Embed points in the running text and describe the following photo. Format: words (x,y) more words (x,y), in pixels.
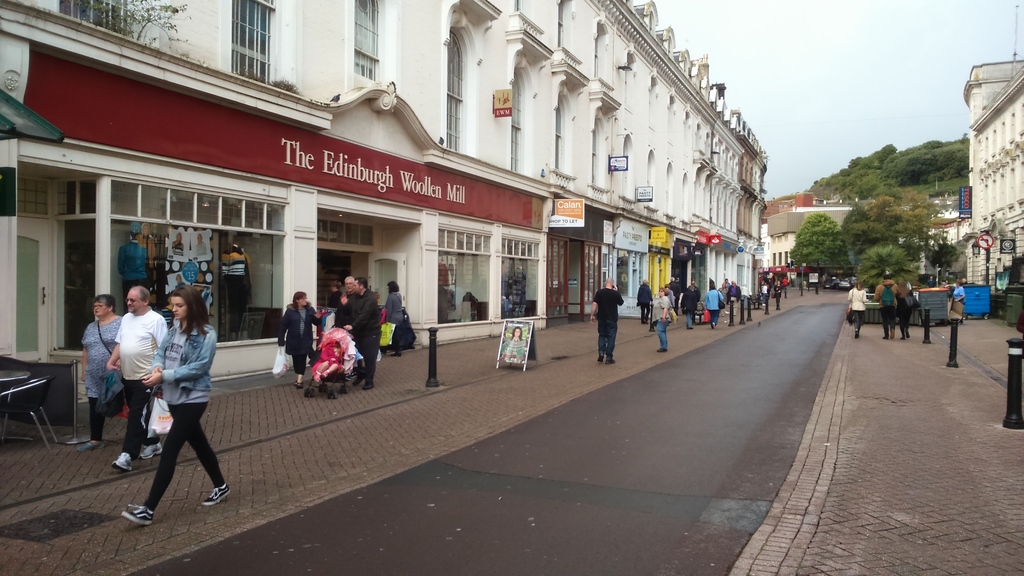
There are groups of people (677,299) walking. These are the buildings (632,126) with the windows (263,66). This looks like a name board (351,183), which is attached to the building wall (165,162). I think this is a stroller (320,389) with a baby (321,366) sitting in it. On the left side of the image (13,405), that looks like a chair (40,378). These are the trees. This looks like a board (532,357), which is placed on the road (514,391). I think these are the lane poles (1016,405). This is the road (834,337). Here is the sky (829,39).
